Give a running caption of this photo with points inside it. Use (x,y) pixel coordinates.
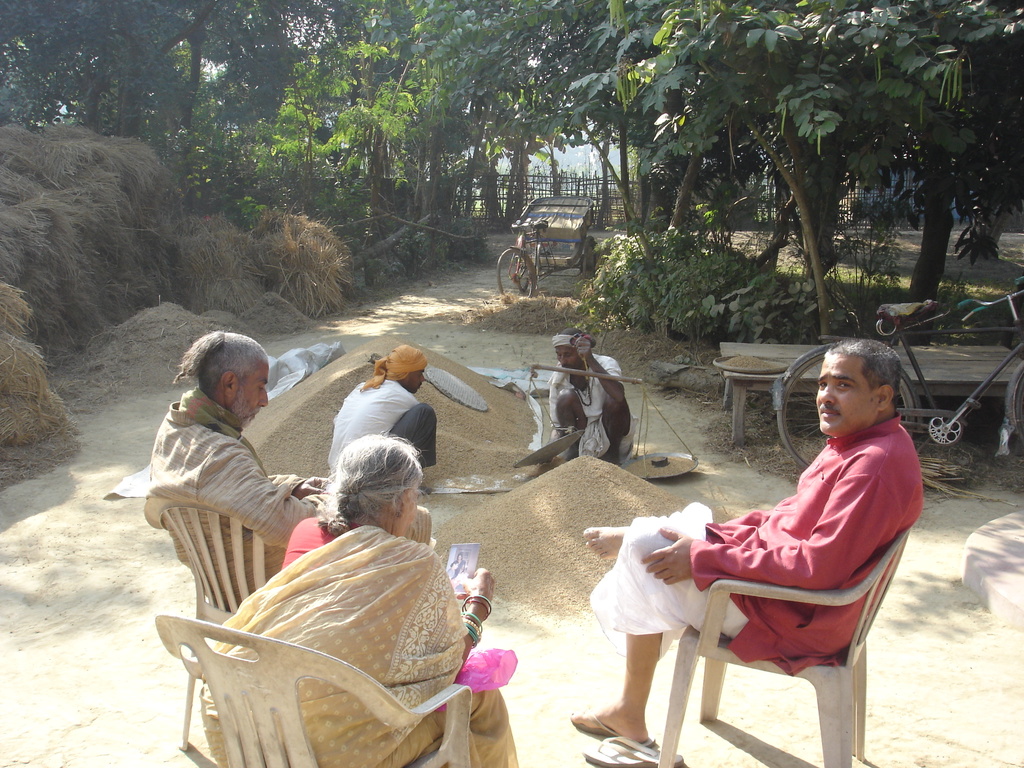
In this image i can see there are group of people (402,591) who are sitting on a chair (719,607). I can see there is a table (780,350), a bicycle (992,380) and a couple of trees (585,79) on the ground (79,618).
